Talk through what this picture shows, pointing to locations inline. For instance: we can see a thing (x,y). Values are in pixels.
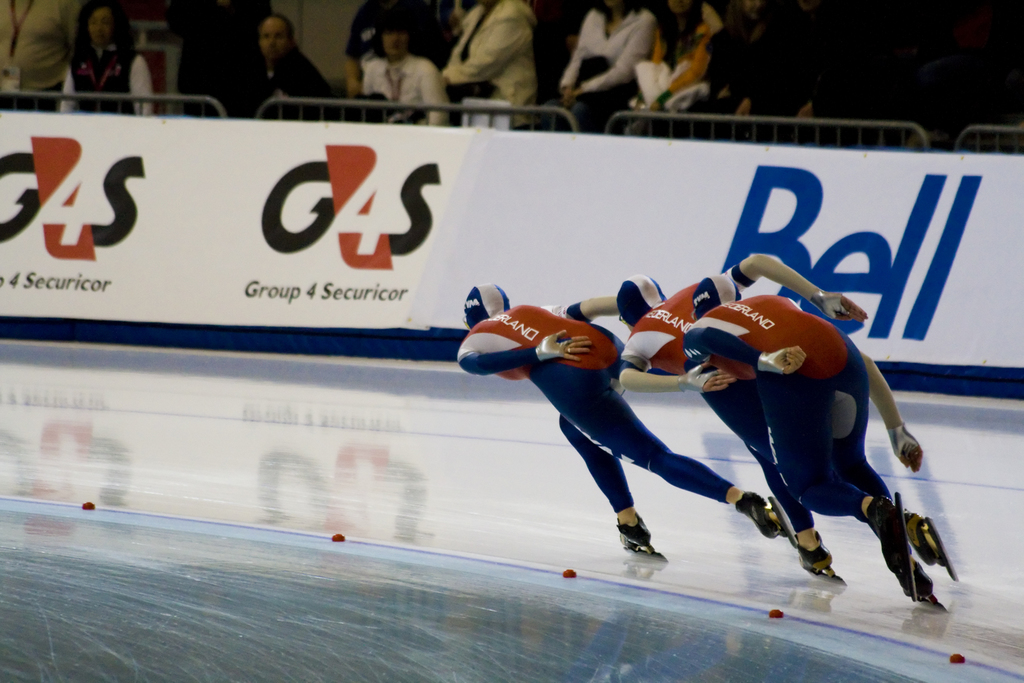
On the right side of this image (810,427) I can see three persons (719,402) are skating on the floor (372,419). In the background (553,250) there is a white color board (446,226) on which I can see some text (322,208). At the back of it there are some railings (517,109) and few people (780,51).
